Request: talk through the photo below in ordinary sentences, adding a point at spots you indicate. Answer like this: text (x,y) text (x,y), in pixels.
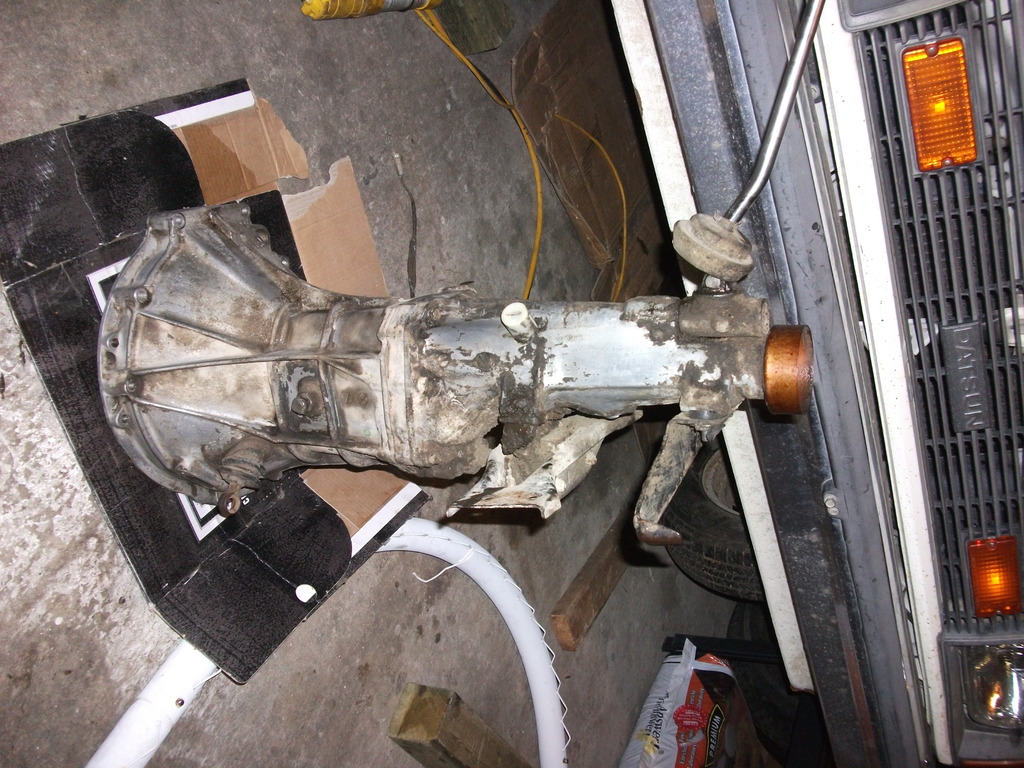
in this picture there is a gearbox (301,377) which is kept on the cardboard (275,624). On the right (930,98) I can see the car's bumper (817,552), lights (912,93) and grille (936,473). In the bottom right (741,568) I can see the car's wheel (728,576), wood (429,706), plastic box (758,659) and plastic cover (730,671) on the floor (611,696).
